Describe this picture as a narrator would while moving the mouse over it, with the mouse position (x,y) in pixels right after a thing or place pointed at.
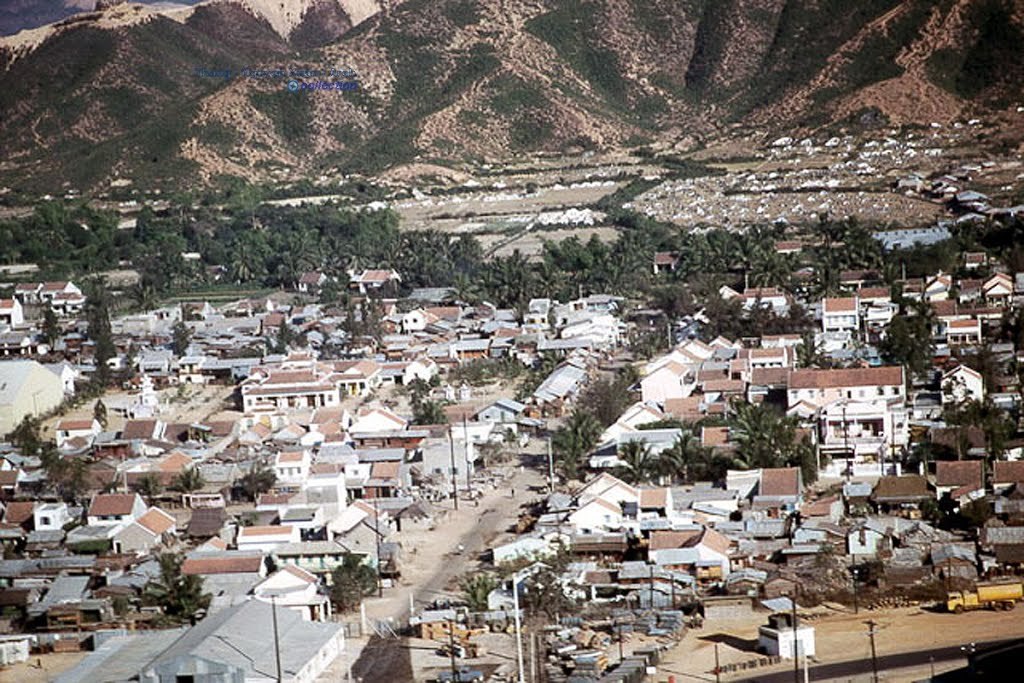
In the image we can see there are lot of buildings (758,574) and there are lot of trees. Behind there are hills (500,88) and there are street light poles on the road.
